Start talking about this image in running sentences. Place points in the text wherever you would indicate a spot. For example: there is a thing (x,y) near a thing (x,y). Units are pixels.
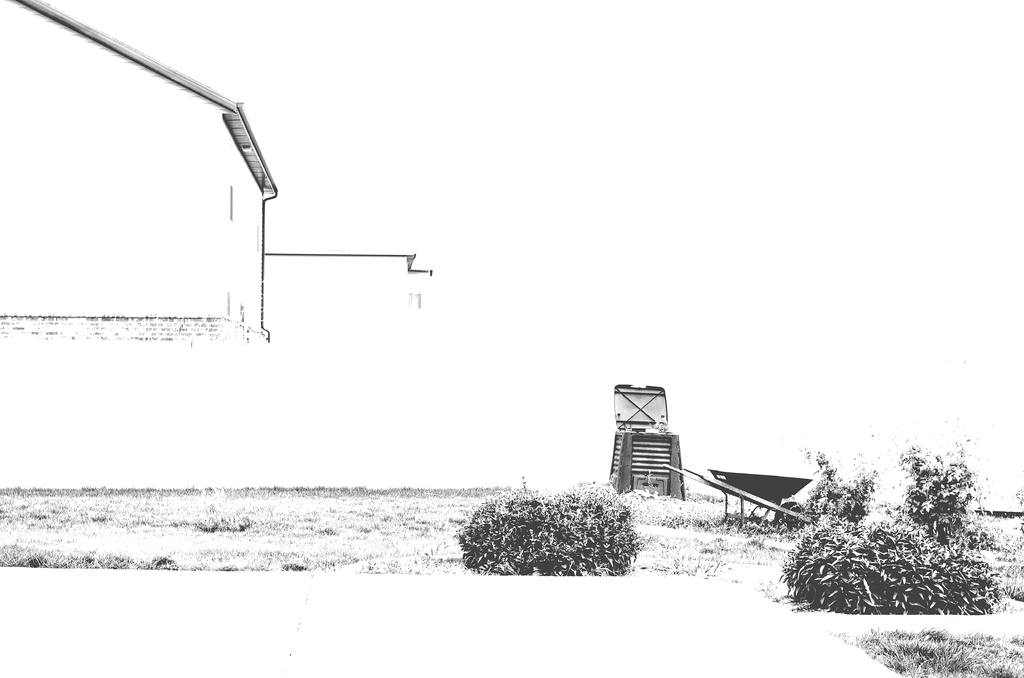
This picture is in black and white. At the bottom of the picture (422,507), we see grass (438,520) and plants (891,571). Beside that, we see a trolley (717,473) and a box (638,453). On the left side (143,267), we see a building (275,302). In the background (492,229), it is white in color.
